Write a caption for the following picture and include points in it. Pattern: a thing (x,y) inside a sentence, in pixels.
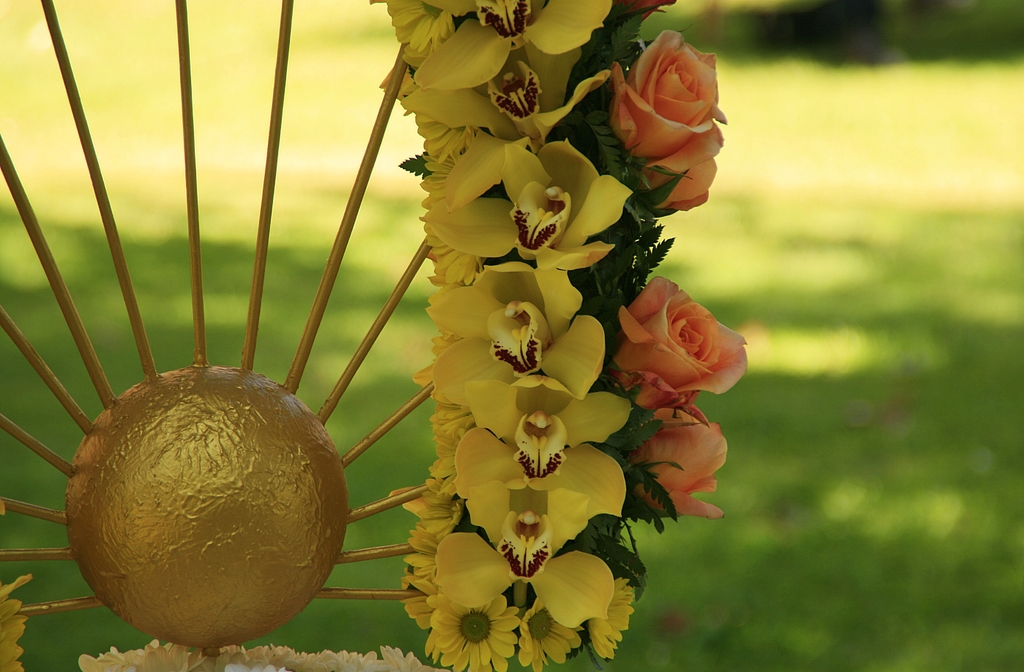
To the left side of the image (182,432) there is a decorative item (227,433) with flowers (576,488). At the bottom of the image (790,615) there is grass (759,619).
